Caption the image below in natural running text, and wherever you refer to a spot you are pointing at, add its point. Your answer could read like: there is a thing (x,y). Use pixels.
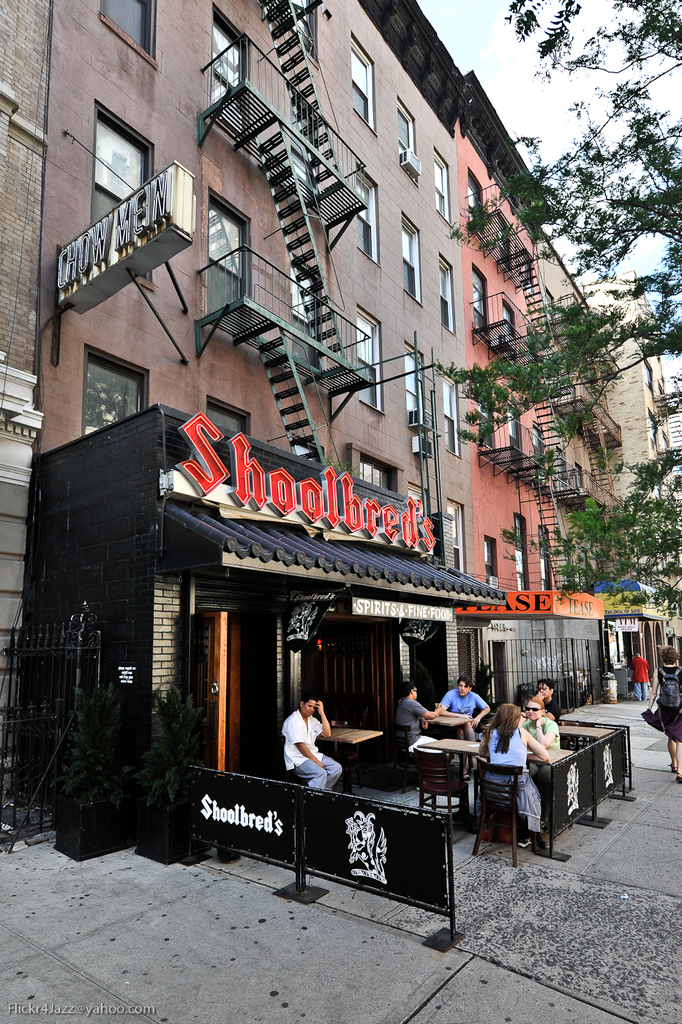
The picture is taken on the street (508,895) on which there is a store (262,587) and there are people (521,756) sitting in the chairs (507,769) in front of that store (330,625). At the back side (350,701) there is a building (426,283) which has stair case (294,211), window (372,202) and a hoarding (103,268) to it. To the right side (654,513) there is a big tree (667,335).
